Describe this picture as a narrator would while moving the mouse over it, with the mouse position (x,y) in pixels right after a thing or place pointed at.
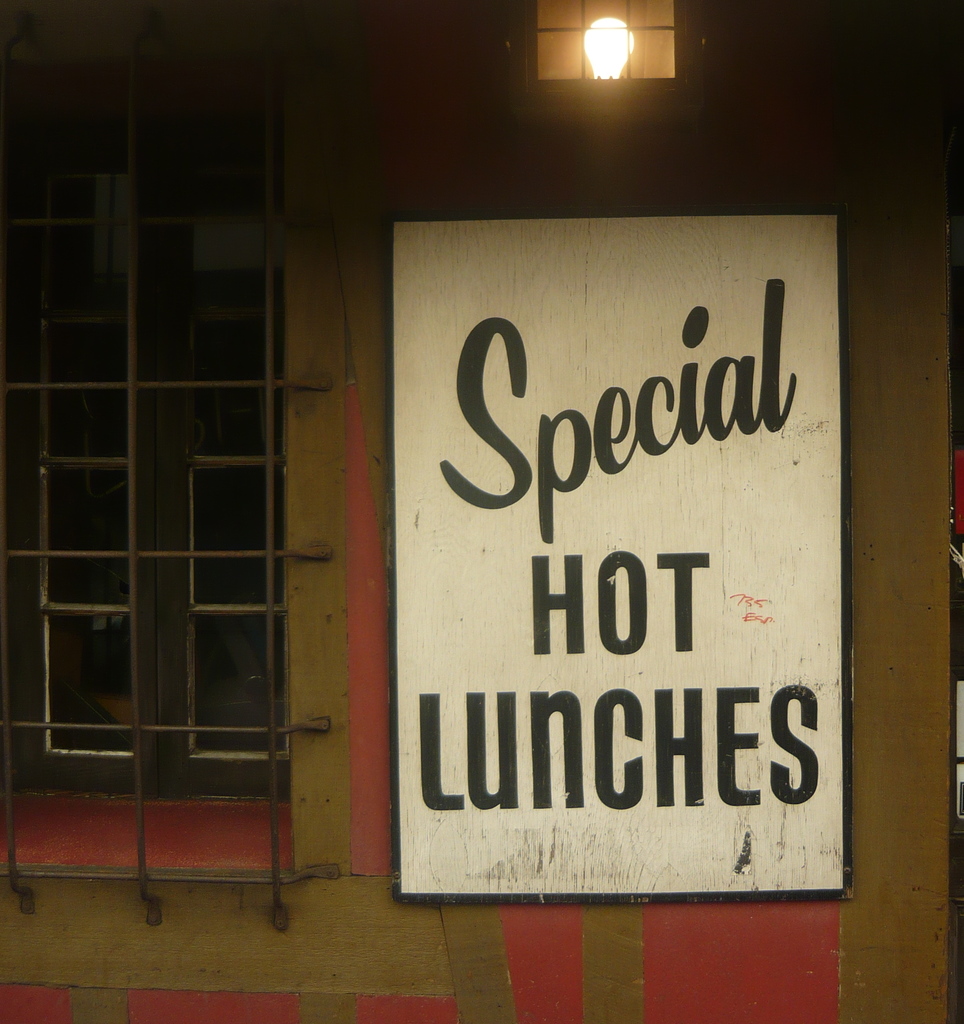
In this image we can see a board (680,625) on a wall (854,884) with some text (667,696) on it. We can also see a window (268,826) and a bulb (598,64) with the metal grill (602,46).
